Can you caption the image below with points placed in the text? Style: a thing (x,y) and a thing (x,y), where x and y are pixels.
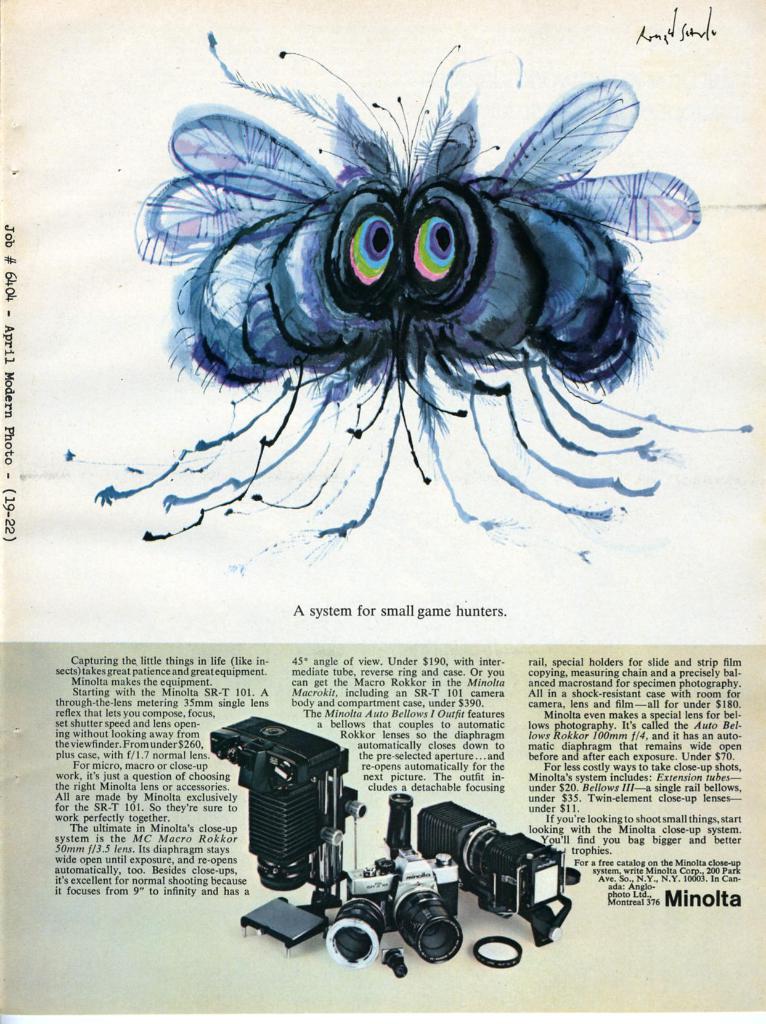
In this image, we can see a photo (446,38) of the newspaper (539,77), in that photo (593,967) we can see some cameras (260,784), there is some text (133,861).
